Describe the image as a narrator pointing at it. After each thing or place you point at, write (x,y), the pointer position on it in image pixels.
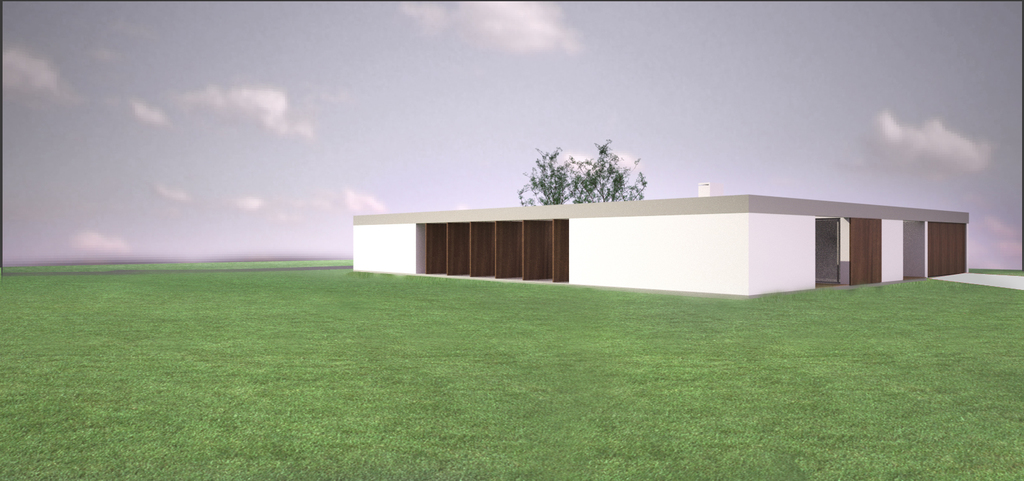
This is an animation and here we can see a house (617,212) and a tree (586,173). At the top (568,51), there are clouds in the sky (336,111) and at the bottom (292,380), there is ground (270,382).
